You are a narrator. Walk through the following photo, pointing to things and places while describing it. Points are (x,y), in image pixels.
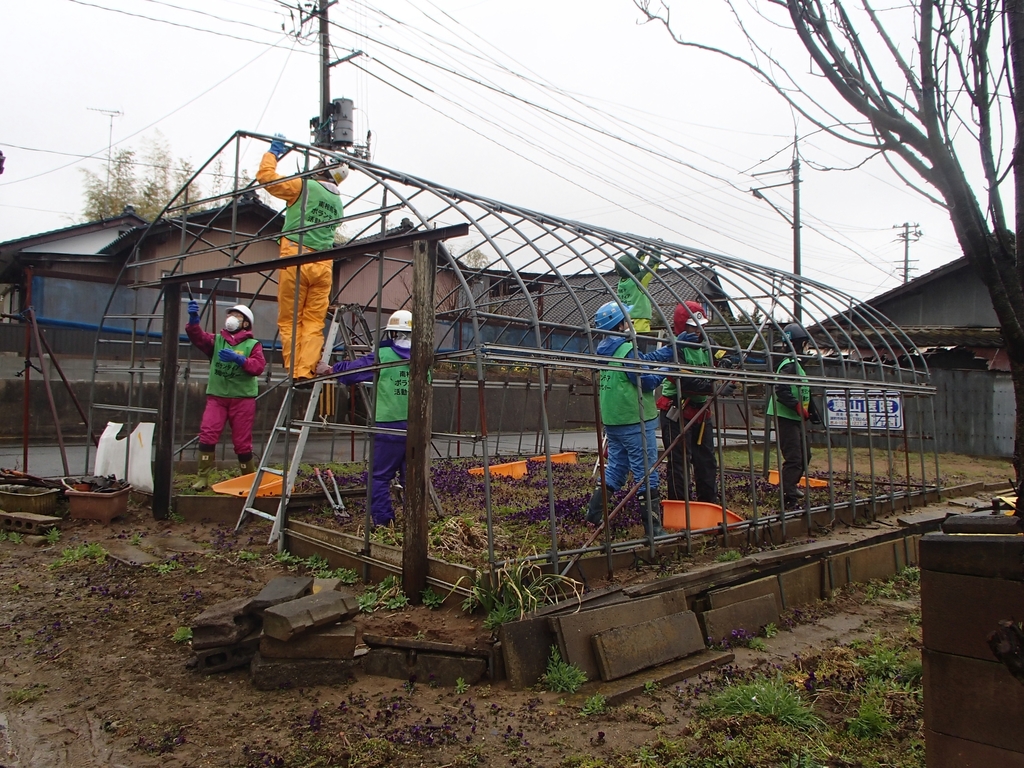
Here a person (326,237) is standing on a ladder (326,342). He wore a yellow color dress (313,297). In the right side (804,392) few other people (608,399) are also working. At the top (507,46) it's a sky (555,44).
